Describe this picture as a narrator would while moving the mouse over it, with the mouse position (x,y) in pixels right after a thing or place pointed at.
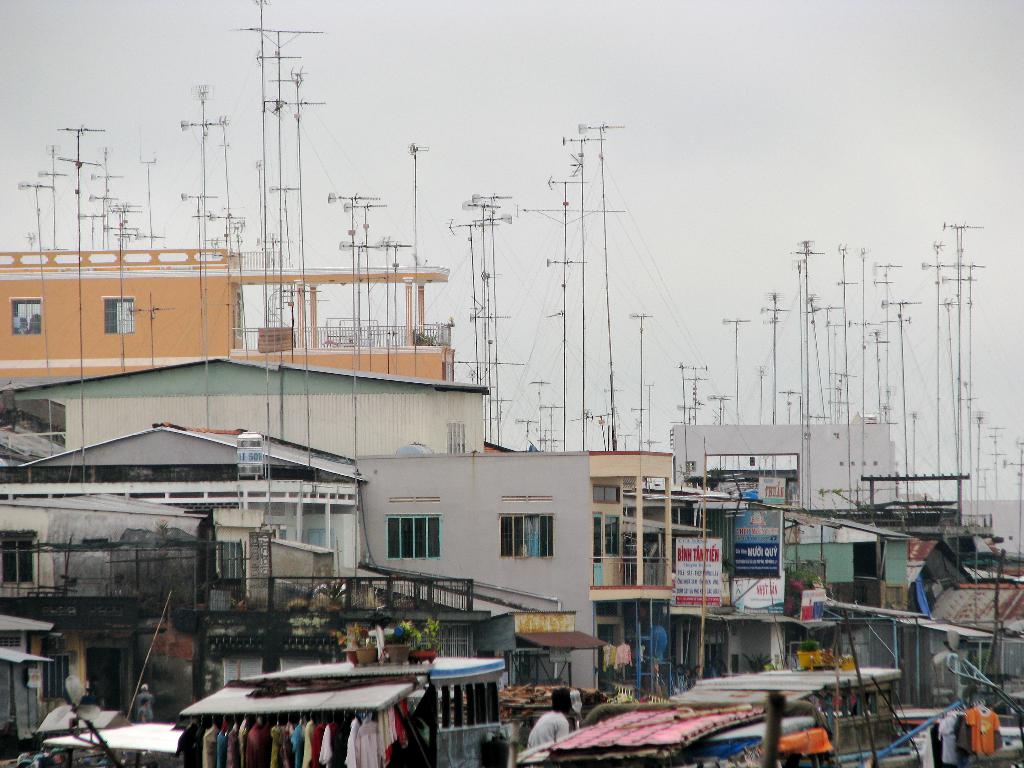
There are clothes (244,743) arranged. In the background (69,281), there are buildings (91,410), poles (79,152), hoardings (775,602) and there are clouds (348,151) in the sky (237,48).
